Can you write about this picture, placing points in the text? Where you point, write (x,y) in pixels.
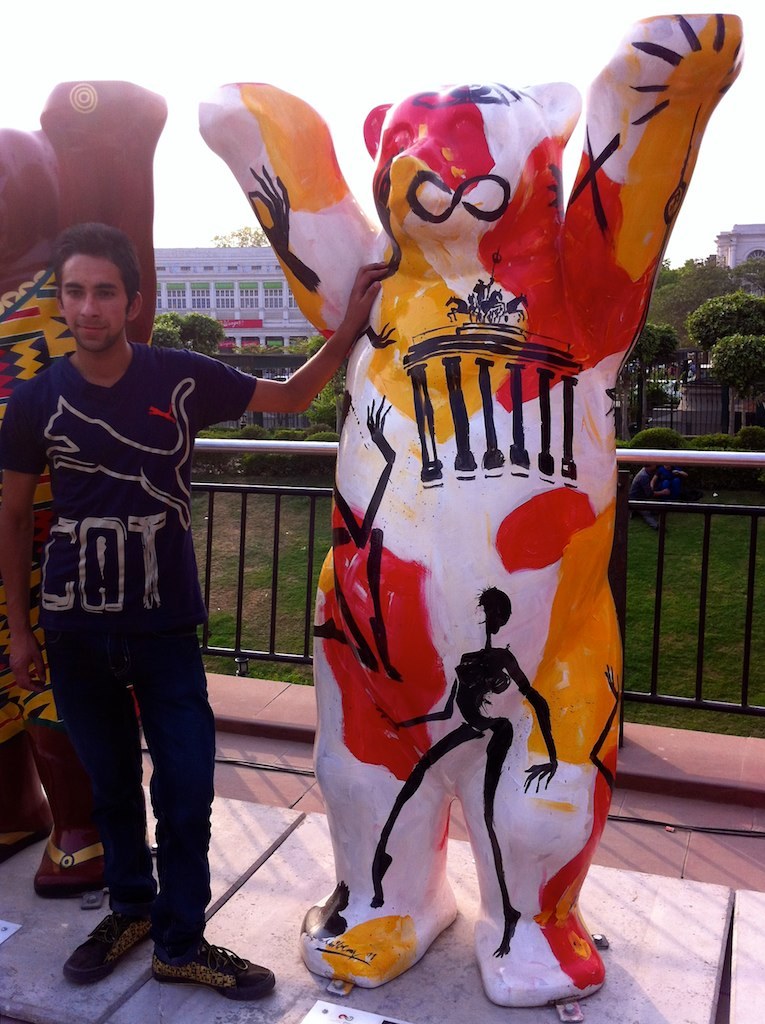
On the left side (14,255) we had a person (342,340) standing and touching the statue (347,289), back of him a statue (122,147) is there which is brown in color, and a building (289,340). In the middle of the image (474,679) we have a statue (594,167) which looks like a animal (363,436) and which is in red, black, yellow and white in colors. On the right side (721,304) we have some trees (733,291) and building (731,241).
